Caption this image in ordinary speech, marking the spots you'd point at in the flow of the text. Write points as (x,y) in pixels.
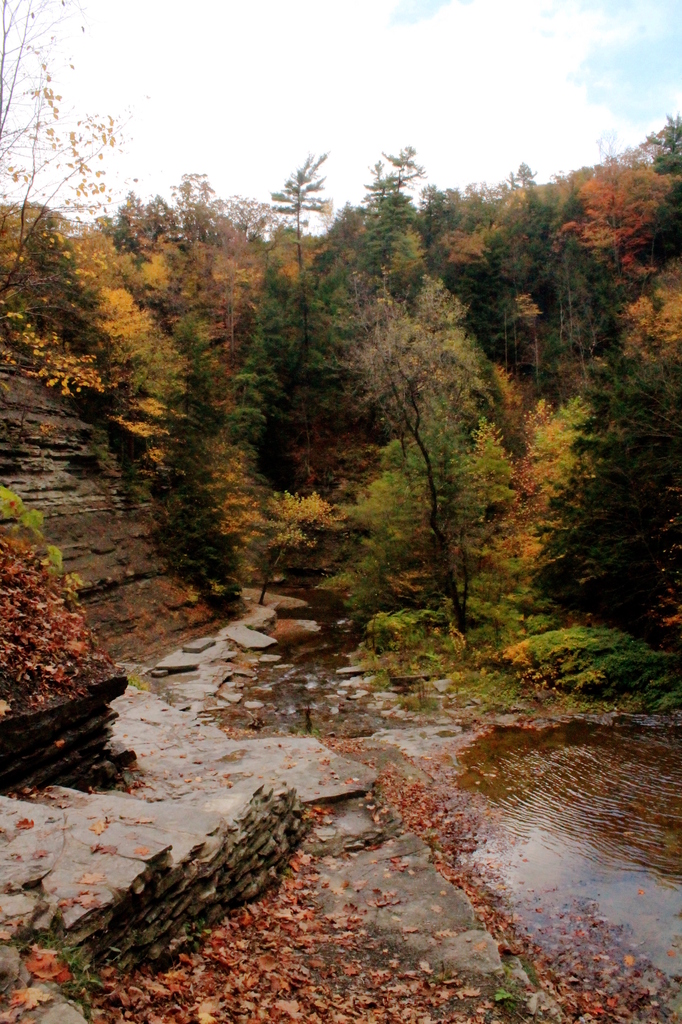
In this image we can see shredded leaves (352,913) on the ground (390,910), water (328,673), rocks (112,618), trees (453,399) and sky (422,146) with clouds (333,32) in the background (441,101).
